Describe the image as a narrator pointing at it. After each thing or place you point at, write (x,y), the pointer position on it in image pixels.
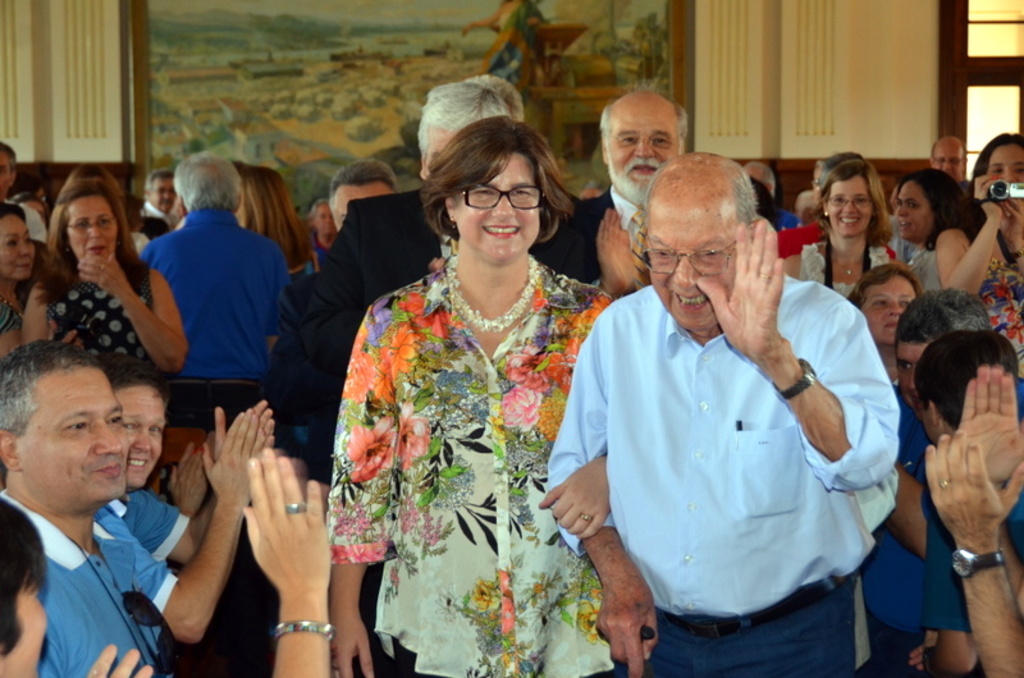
In this image, I can see groups of people (305,371) standing and smiling. Among them few people (56,608) are sitting. On the right side of the image (983,245), I can see the woman (1011,217) holding a video recorder (992,196). I think this is a window (995,103). This looks like a painting (295,51) on the wall (755,62).
